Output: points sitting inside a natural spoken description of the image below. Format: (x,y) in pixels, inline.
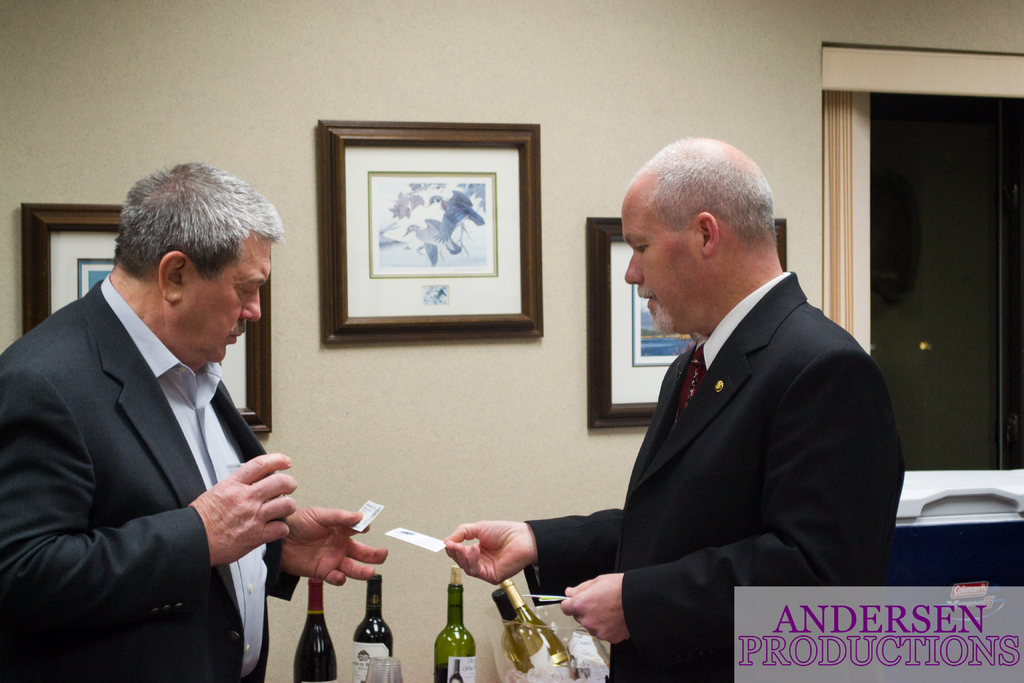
In this image we can see persons (574,544), bottles (315,606), name board (747,600) and other objects (915,558). In the background of the image (559,226) there is a wall (515,104), frames (459,237) and other objects (971,136).
